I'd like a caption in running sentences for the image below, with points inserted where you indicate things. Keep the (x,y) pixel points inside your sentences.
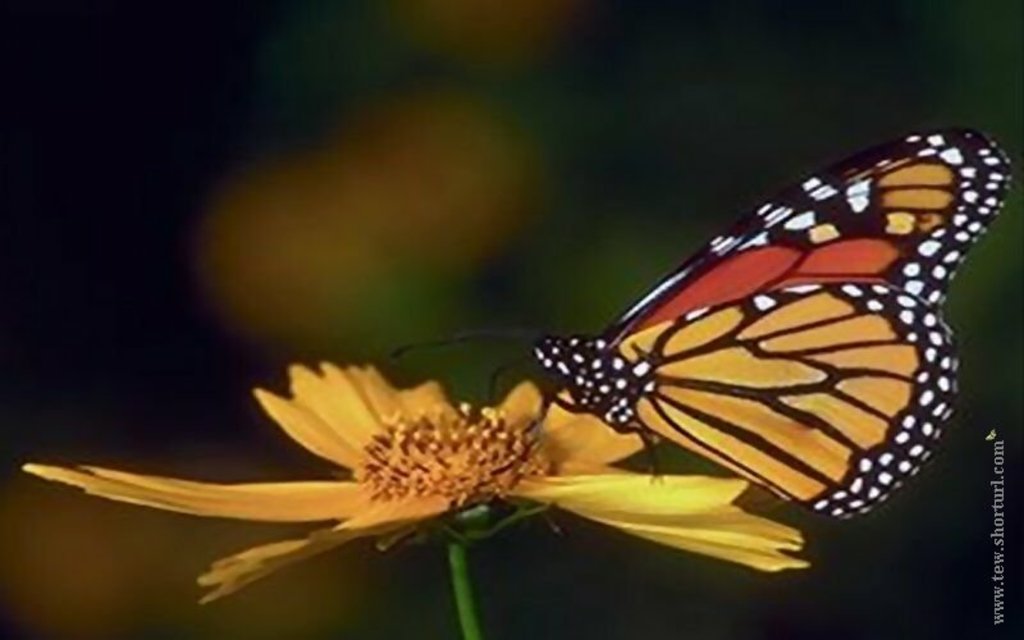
In this image we can see a butterfly (697,401) on a flower (627,498) and also some text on the image.
